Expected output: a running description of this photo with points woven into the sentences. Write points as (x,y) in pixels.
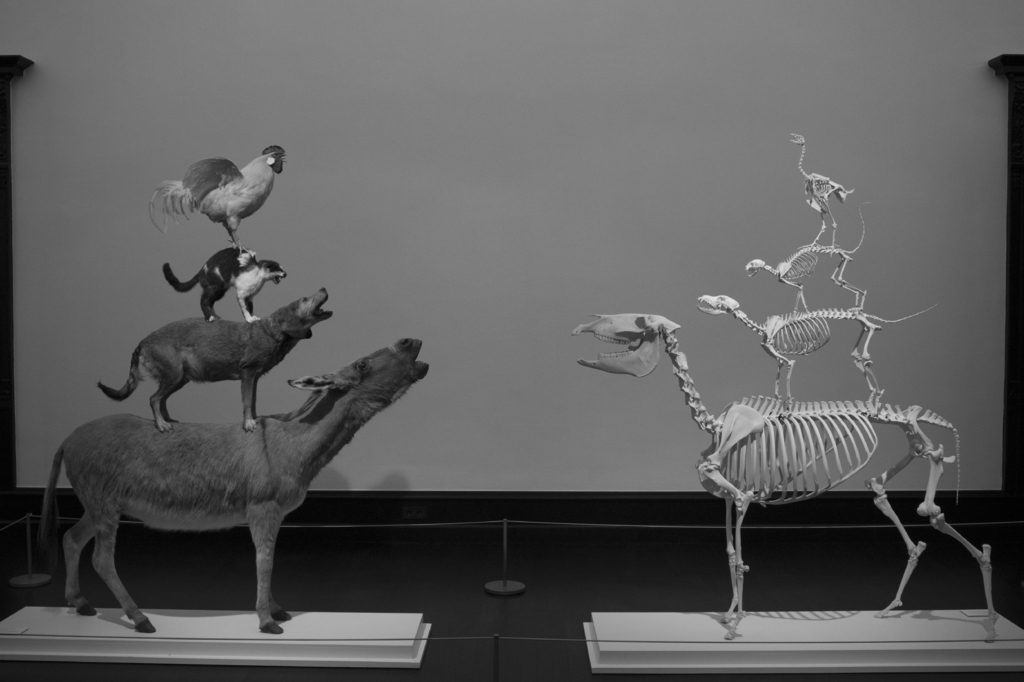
This is a black and white picture. Here we can see animals (97,450), hen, and skeletons (738,622) on the pedestals (396,659). In the background (602,344) we can see a wall (724,279).
